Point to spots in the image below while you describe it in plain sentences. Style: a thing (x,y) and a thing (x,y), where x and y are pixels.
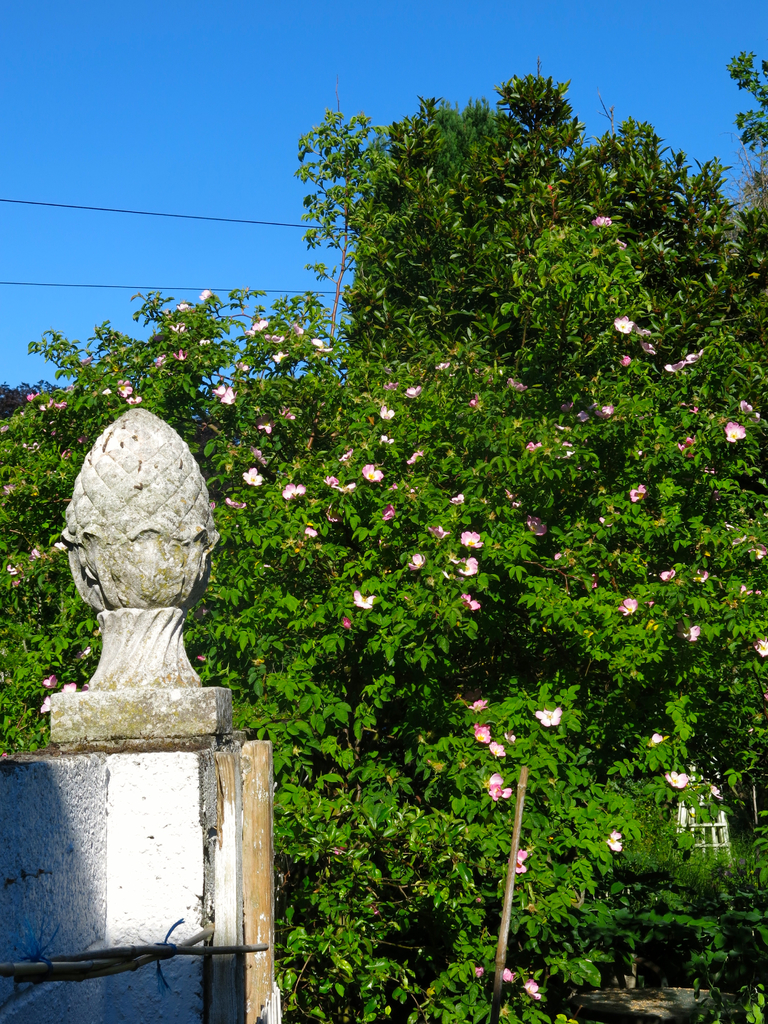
In this image there is a rock structure (153,652) on the wall (182,851). In the background (268,444) there are trees (445,738), flowers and the sky (120,169).
